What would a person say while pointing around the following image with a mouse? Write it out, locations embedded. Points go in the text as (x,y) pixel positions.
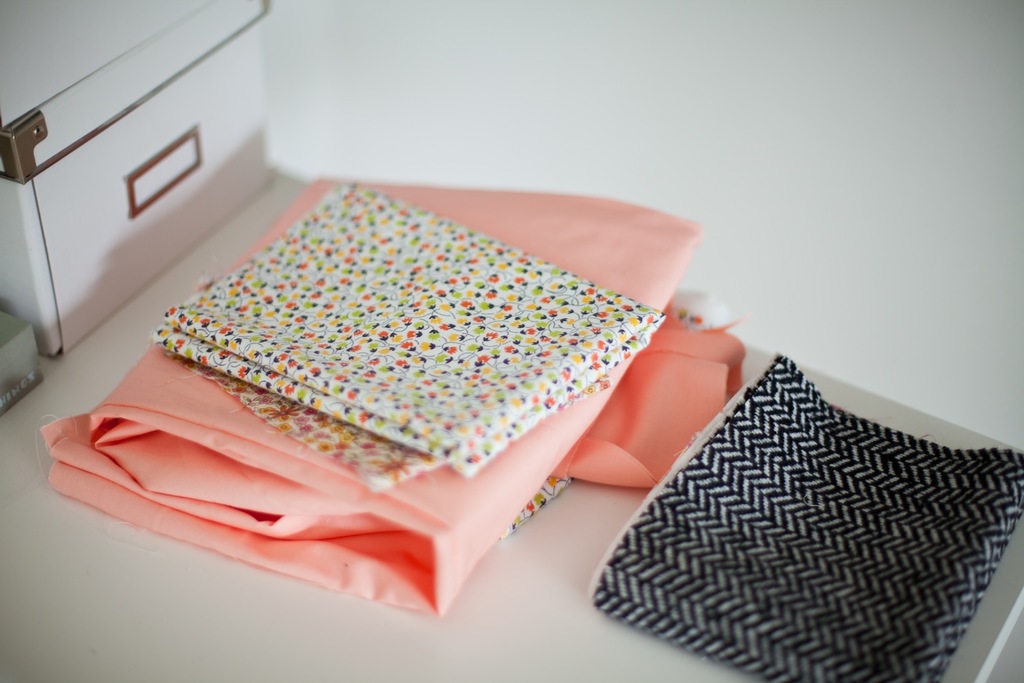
In this image there are clothes (238,347) and boxes (120,298) on the table (183,586). Behind the table (156,604) there is a wall (867,200).
